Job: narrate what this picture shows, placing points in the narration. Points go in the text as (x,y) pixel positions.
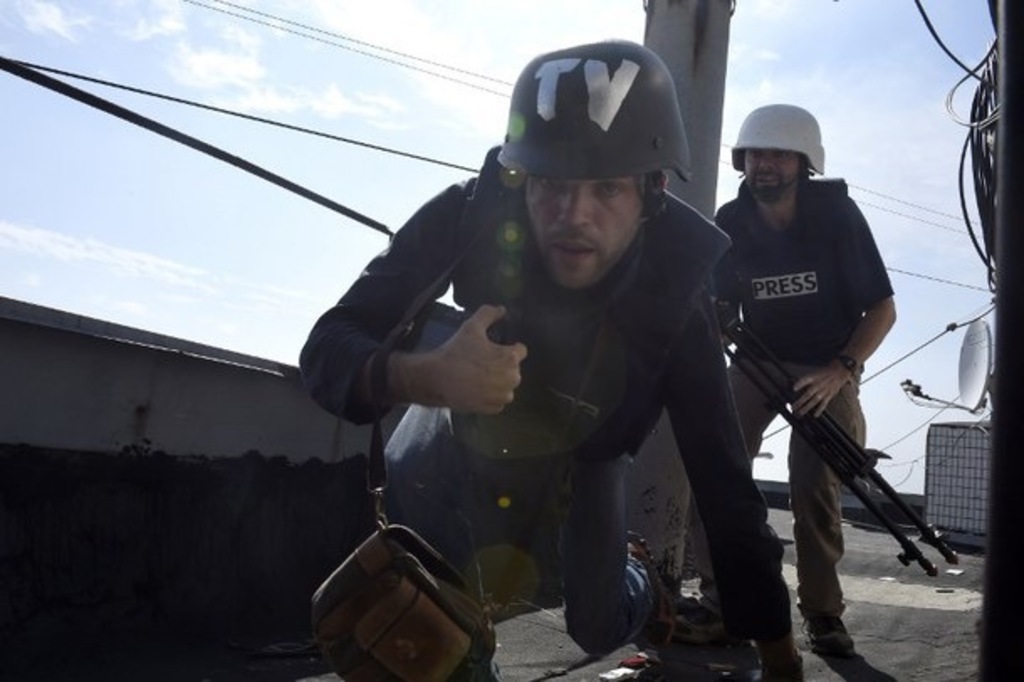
In this picture we can see two men (716,445) in the front (716,445), they wore helmets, a man (723,345) in the front (572,372) is carrying a bag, a man (811,329) on the right side (769,306) is holding a tripod (773,376), on the right side (978,385) there is a satellite dish (980,376) and wires (989,157), we can see the sky (497,39) at the top of the picture (414,40).
